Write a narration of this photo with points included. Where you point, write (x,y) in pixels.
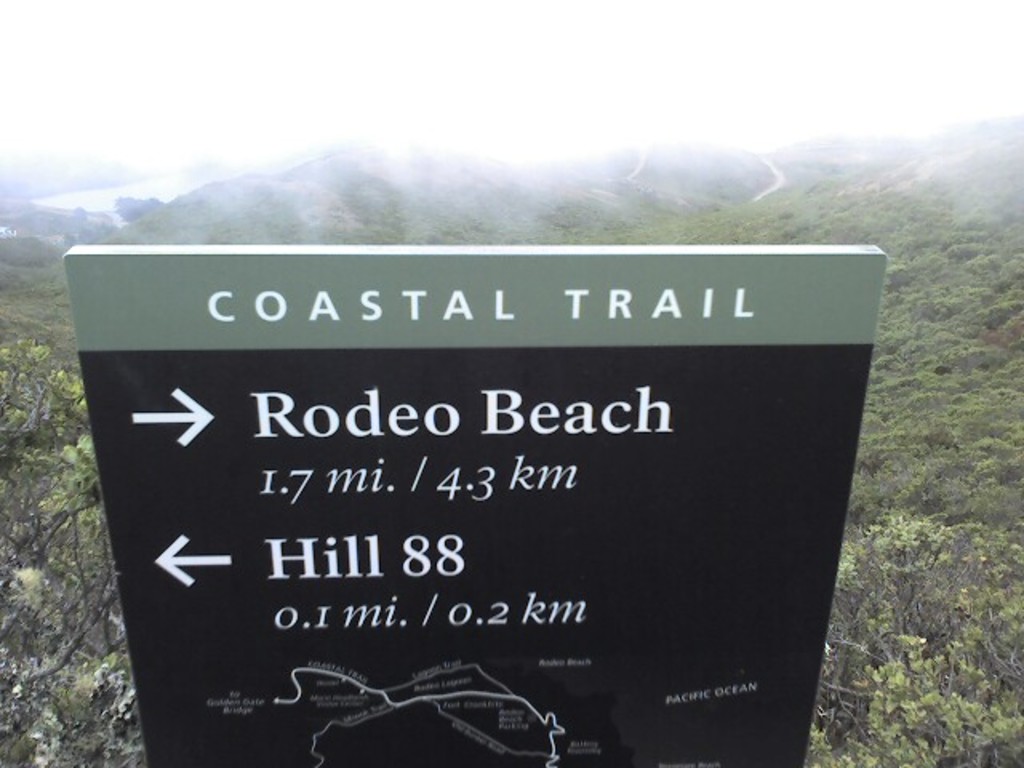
There is a text board (482,574) at the bottom of this image (382,680) and there are some trees (962,564) in the background (6,400). It seems like there are some mountains (445,202) in the middle of this image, and there is a sky (391,46) at the top of this image (441,31).
